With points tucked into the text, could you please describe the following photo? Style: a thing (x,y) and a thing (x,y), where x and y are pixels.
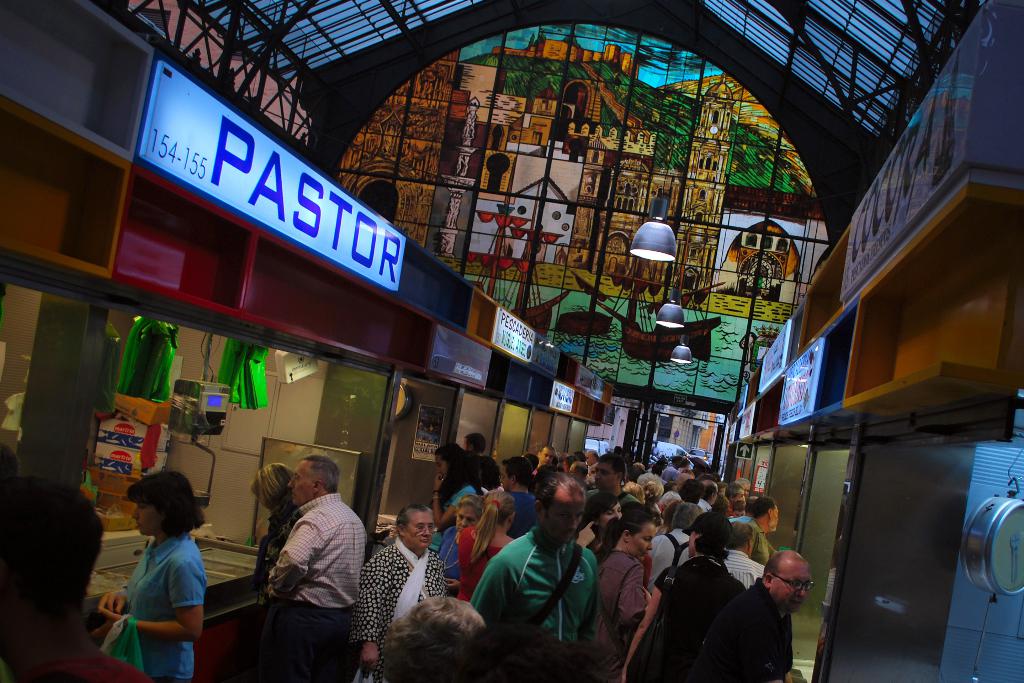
In this image we can see a group of people (468,467) standing. We can also see some stalls (275,420) containing bags (161,370), devices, a weighing machine (211,477) and the sign boards (442,355) with some text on them. We can also see the windows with the stained glass (542,258), a roof (441,24) with some metal rods (145,23) and the ceiling lamps (659,238). On the right bottom (1012,526) we can see a weighing machine (1001,511).
